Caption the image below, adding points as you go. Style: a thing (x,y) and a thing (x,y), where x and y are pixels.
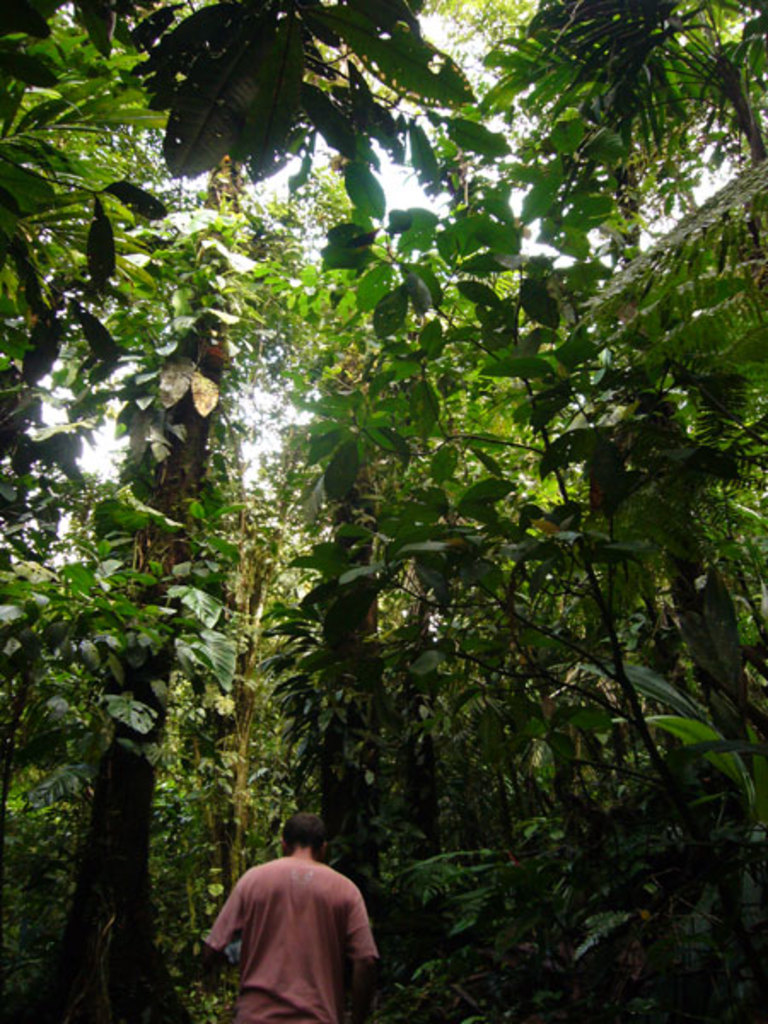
In this image I can see few green color trees (253,858) and the person (284,923) is walking.
